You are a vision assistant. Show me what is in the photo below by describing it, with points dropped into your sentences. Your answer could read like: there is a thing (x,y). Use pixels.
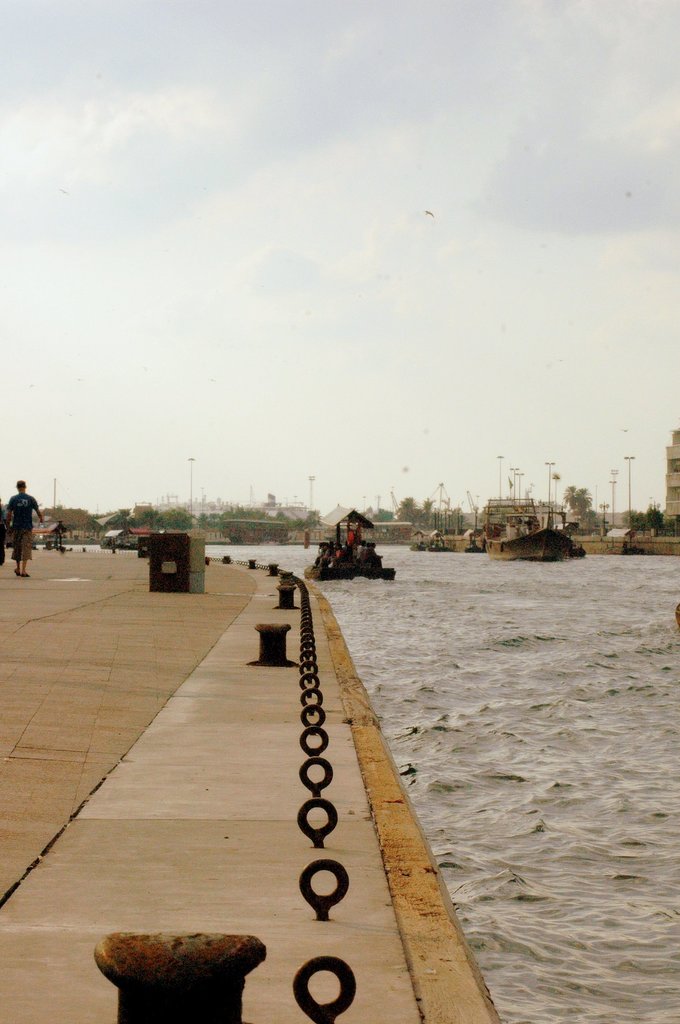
In this image there is the sky (361,171) towards the top of the image (354,190), there are poles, there is a building (678,473) towards the right of the image (672,486), there are trees (583,501), there is water (572,725) towards the right of the image (516,612), there are boats (475,532), there is ground (122,744) towards the left of the image (109,801), there are objects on the ground (270,744), there is a man (17,504) walking towards the left of the image (26,527), there is an object (211,959) towards the bottom of the image (223,975).
